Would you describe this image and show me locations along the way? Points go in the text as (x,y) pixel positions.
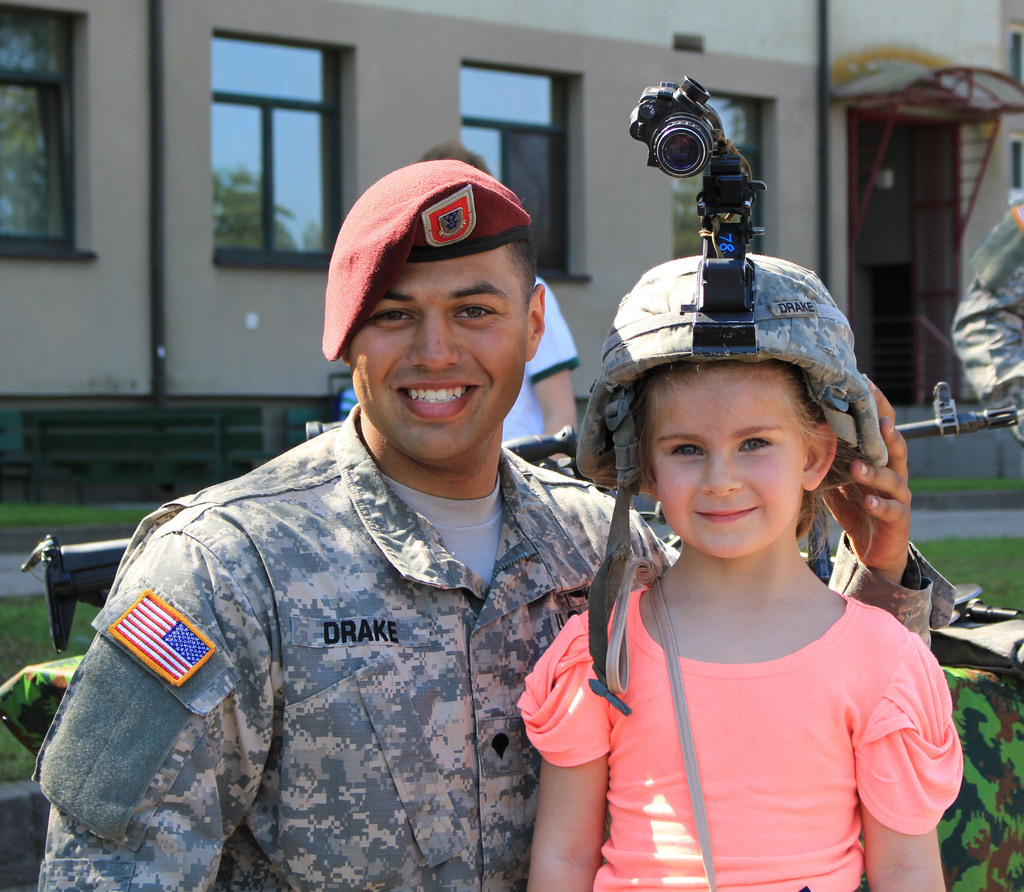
In this picture I can observe a man (442,339) and girl (706,540). Both of them are smiling. In the background (46,182) I can observe building (240,130).
